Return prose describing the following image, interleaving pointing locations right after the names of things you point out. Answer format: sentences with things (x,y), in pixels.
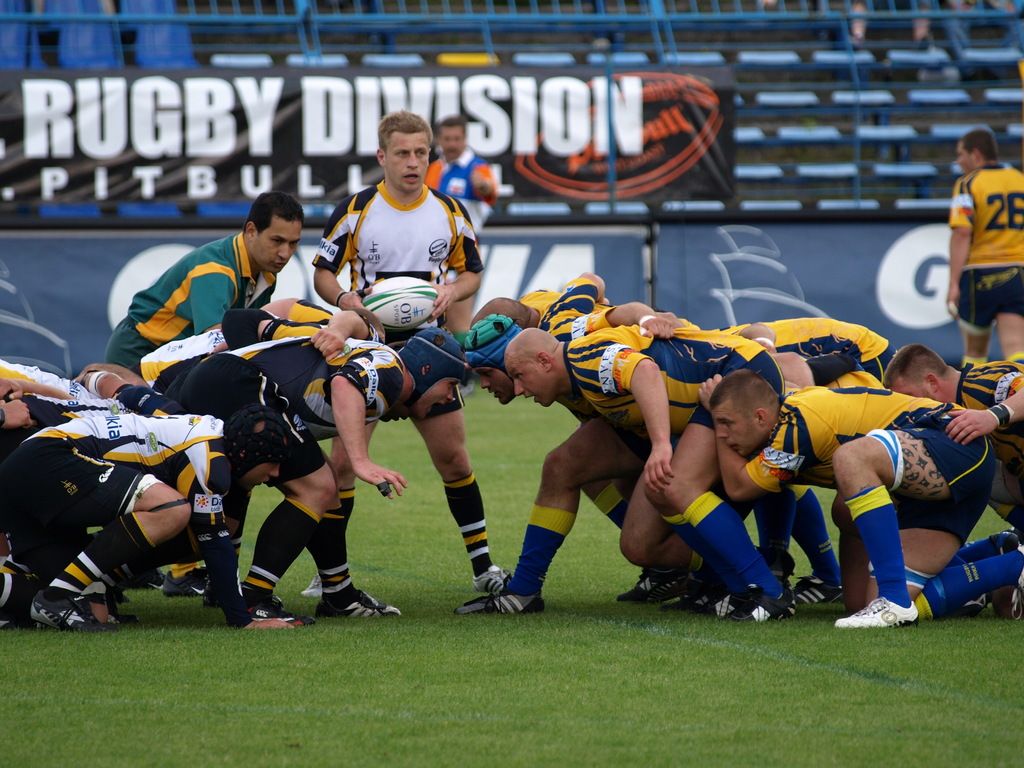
There are few people (591,447) on a greenery ground (581,522) playing rugby sport.
